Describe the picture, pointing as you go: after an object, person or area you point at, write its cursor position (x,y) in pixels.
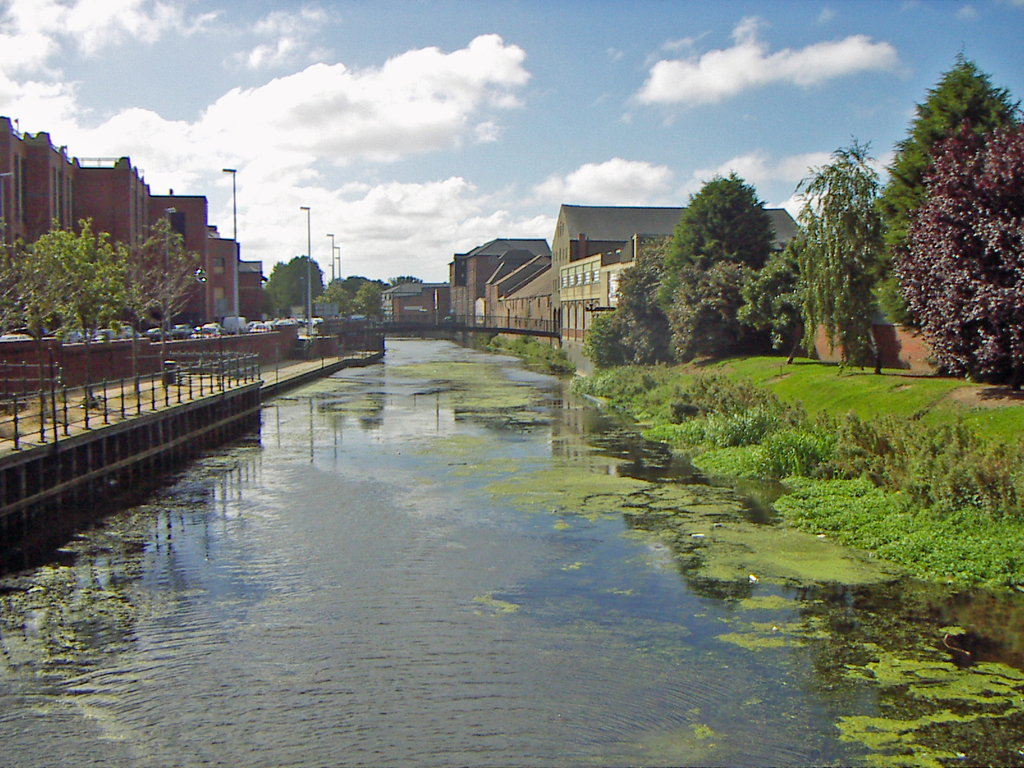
In this image, there are a few buildings (215,250), poles (235,241), vehicles (252,327), trees (54,306), plants (972,464). We can also see some water (365,550). We can also see the fence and a bridge (500,330) above the water (627,649). We can also see some grass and the sky (398,173) with clouds (434,130). We can see some reflection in the water (651,659).
